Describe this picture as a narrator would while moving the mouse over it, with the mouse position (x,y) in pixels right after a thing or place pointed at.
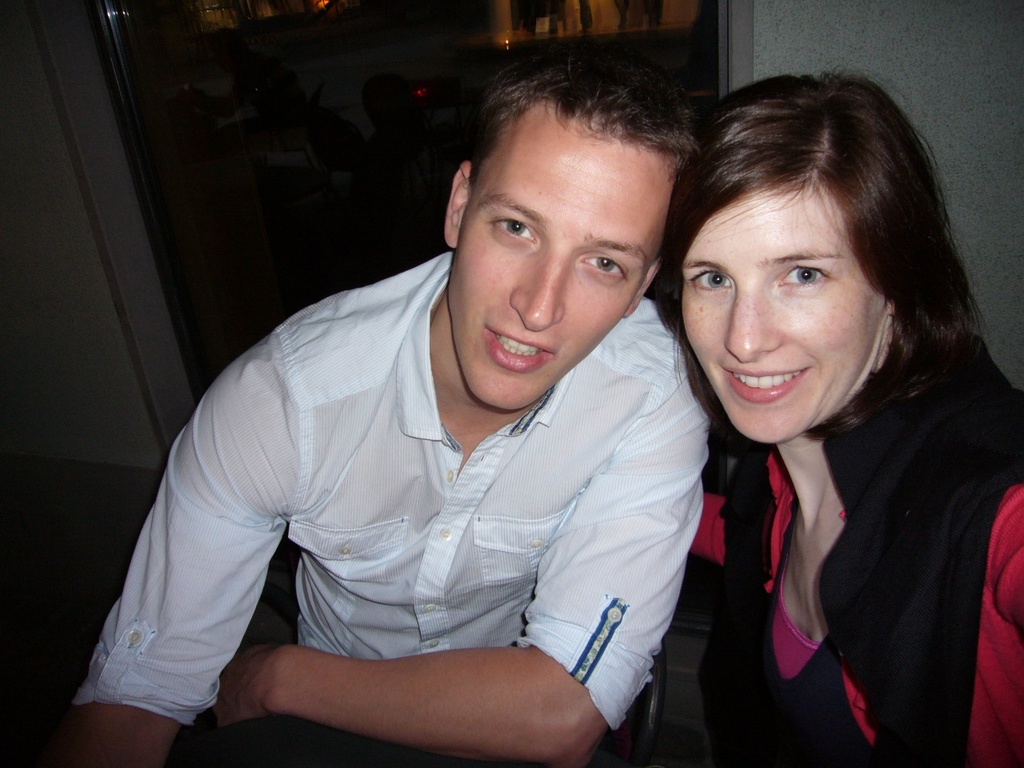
In this image I can see a man (554,415) and a woman (815,380) are smiling and giving pose for the picture. At the back of these people (755,385) there is a wall (914,112). In the background (187,125) there are few objects (294,99) in the dark.
